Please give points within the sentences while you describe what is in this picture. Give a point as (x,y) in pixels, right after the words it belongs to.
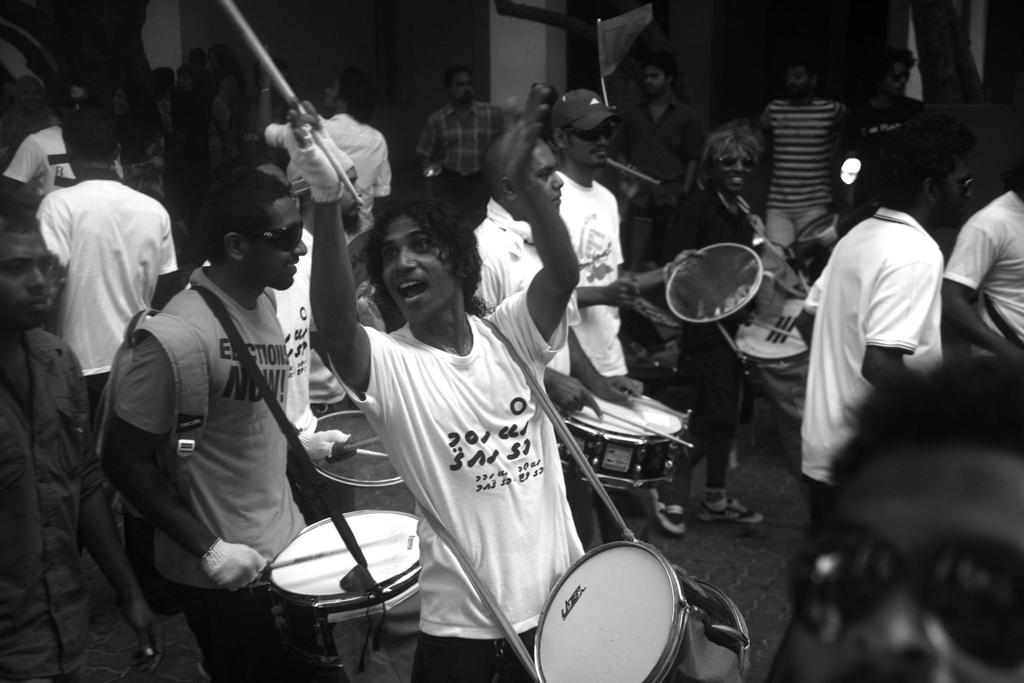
Many persons (501,343) are playing musical instruments (630,640). In the front (425,374) a person (443,342) is holding a drumstick (280,79) and he is having a gloves (321,168) and drums (586,581). Behind him another person (158,358) is wearing a bag (165,330).
